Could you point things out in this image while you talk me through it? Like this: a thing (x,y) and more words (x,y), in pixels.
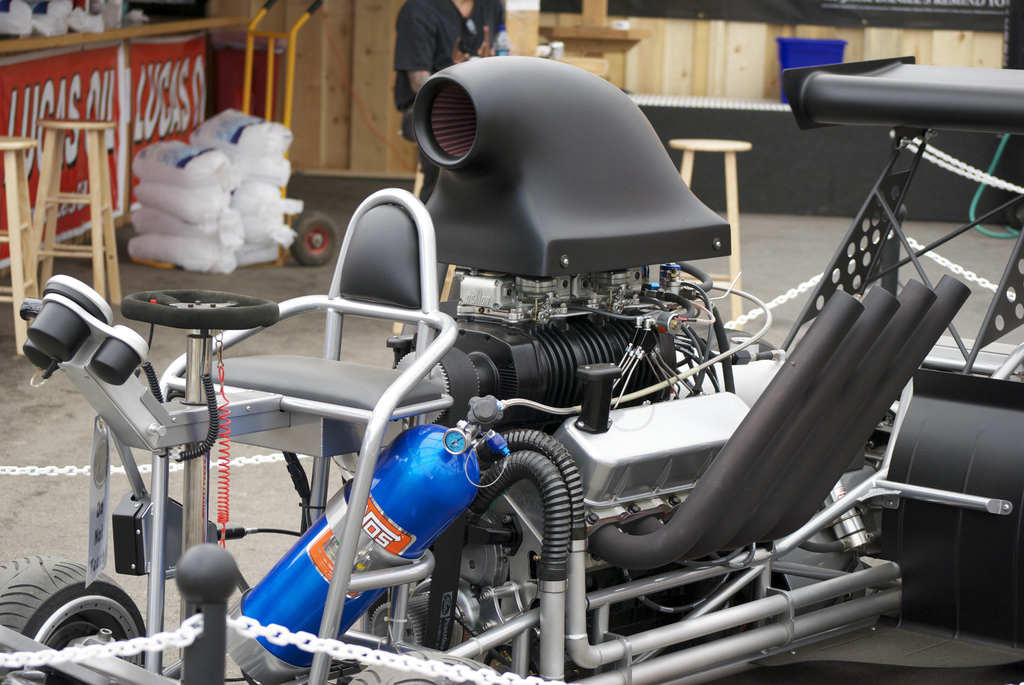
In this image there is a machinery (427,485) in the bottom of this image (587,553). There is a wooden wall (631,48) in the background (750,88). There are two stools (100,179) on the left side of this image (95,216). There is one person (399,108) standing as we can see on the top of this image (454,44).
